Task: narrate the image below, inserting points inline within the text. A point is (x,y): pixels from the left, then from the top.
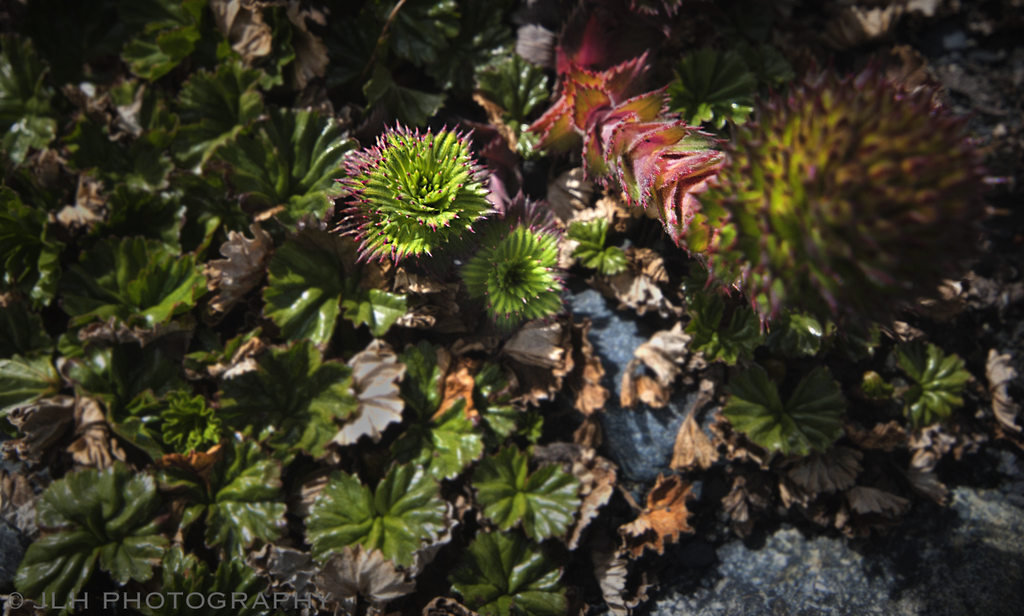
In this picture we can see plants (531,433), leaves (499,466) and rock (1005,612). In the bottom left side of the image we can see text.
